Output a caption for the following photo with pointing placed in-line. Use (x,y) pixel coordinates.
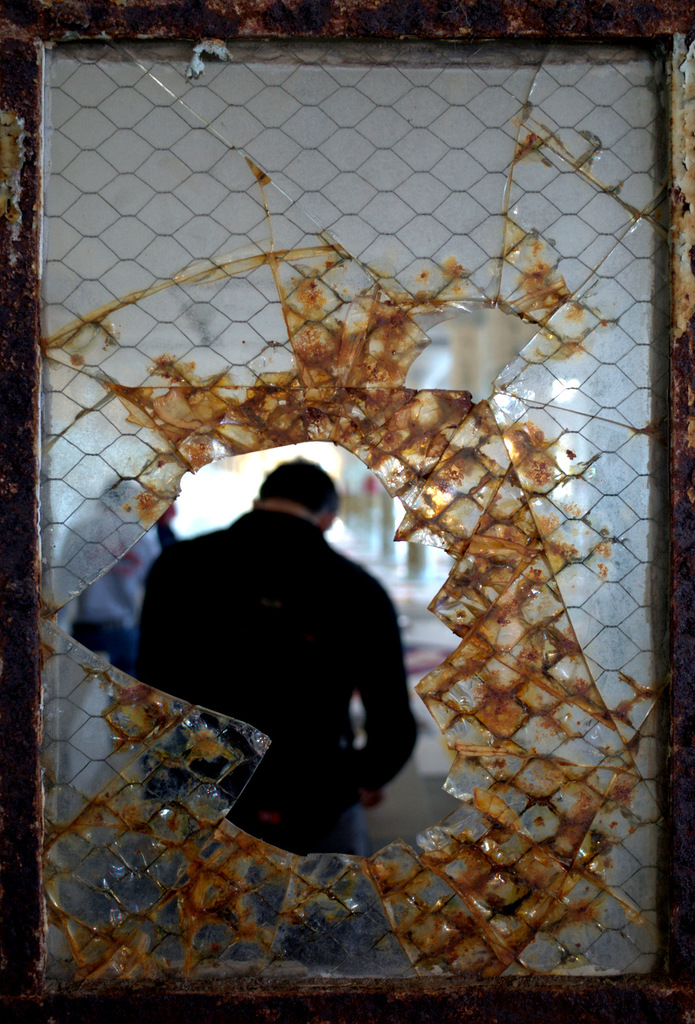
In this picture, we can see a glass (239,341) and behind the glass (384,855) there are some people (291,634) standing on the floor (415,653) and there are blurred items (409,622).
